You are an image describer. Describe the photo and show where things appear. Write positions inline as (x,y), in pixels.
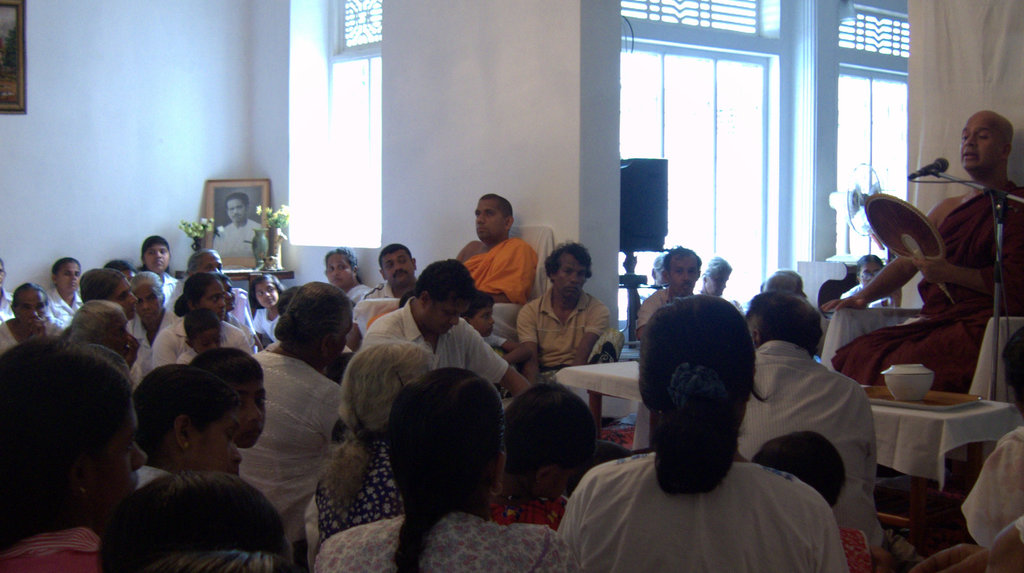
The image is inside the room (909,293). In the image there are group of people (577,287) sitting, on right side (973,322) there is a man (950,345) sitting on chair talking in front of a microphone (922,171). On left side (239,274) there is a table (284,271), on table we can see a photo frame (248,225) and a flower pot (273,234) in background (7,48) we can see photo frames (19,51) on wall (560,121), speakers (644,213), glass window (739,144) and a wall (507,137) which is in white color.
